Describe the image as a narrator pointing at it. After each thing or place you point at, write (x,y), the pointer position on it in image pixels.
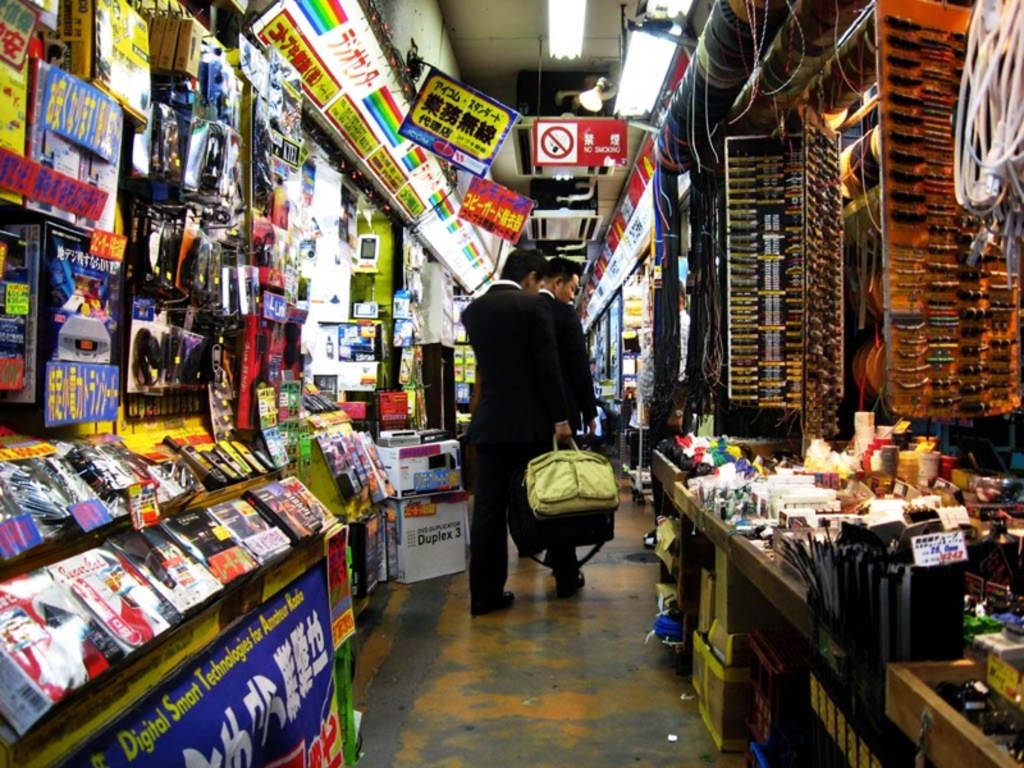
This picture we can observe two men (515,481) walking in the electronics store (808,491). We can observe a green color bag (556,476) in the hand (567,435) of one of the men (515,410). We can observe a red color caution board (571,149) and lights (648,55) here.
